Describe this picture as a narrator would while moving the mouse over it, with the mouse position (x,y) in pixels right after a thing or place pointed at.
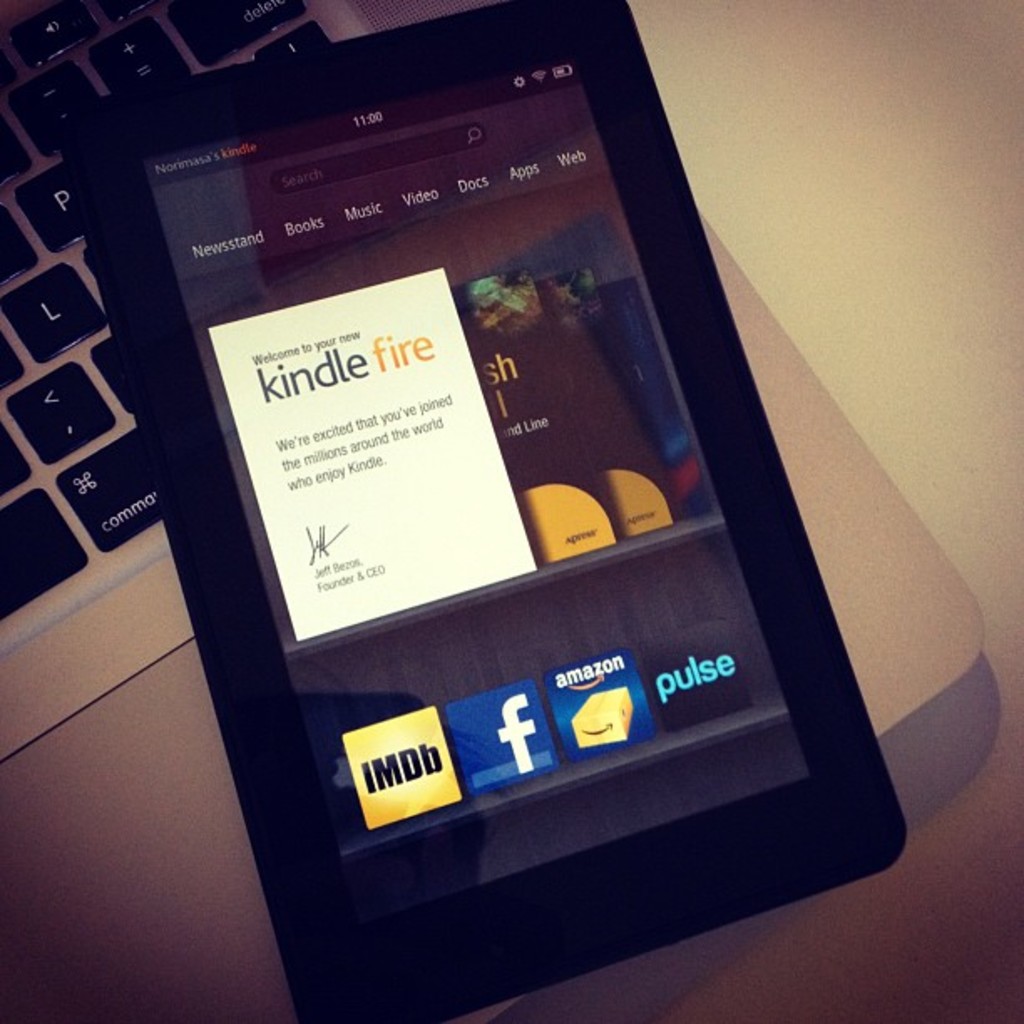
In the foreground of this image (456,632), there is a mobile (404,647) on a laptop (93,612) which is on a white surface (846,206).
